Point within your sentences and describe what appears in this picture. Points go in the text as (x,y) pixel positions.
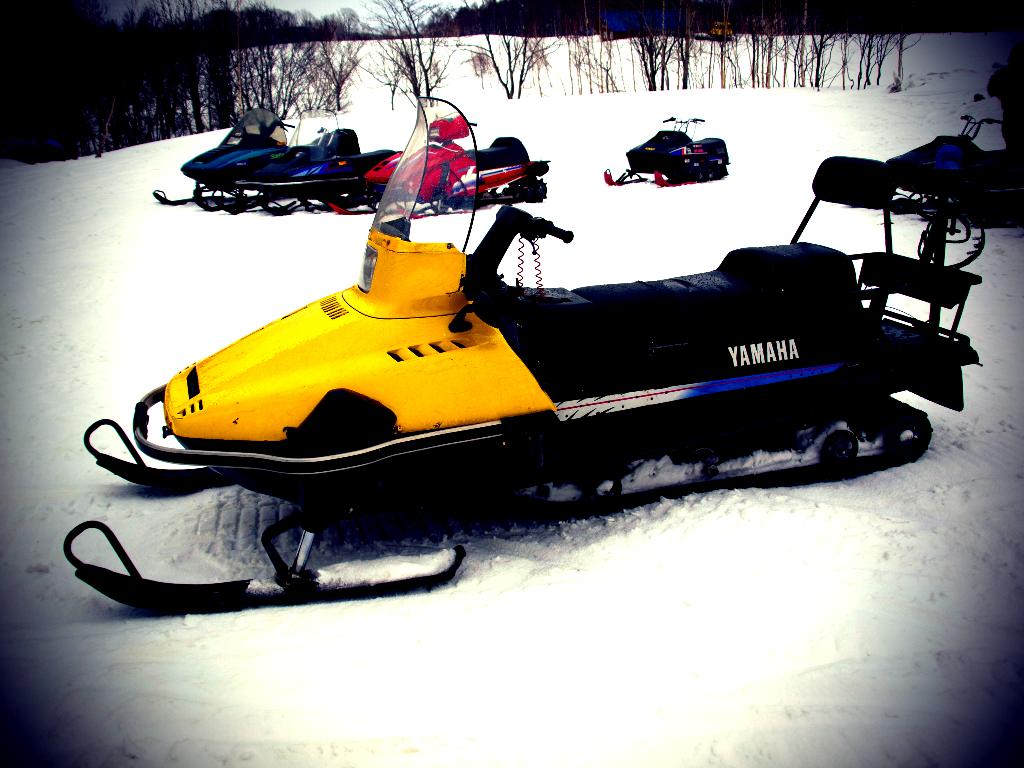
In this image I can see the snowmobiles (240,480) on the snow (390,605). These are in red, yellow, black and blue color. In the background (402,14) I can see many trees (143,15) and the sky (331,5).
